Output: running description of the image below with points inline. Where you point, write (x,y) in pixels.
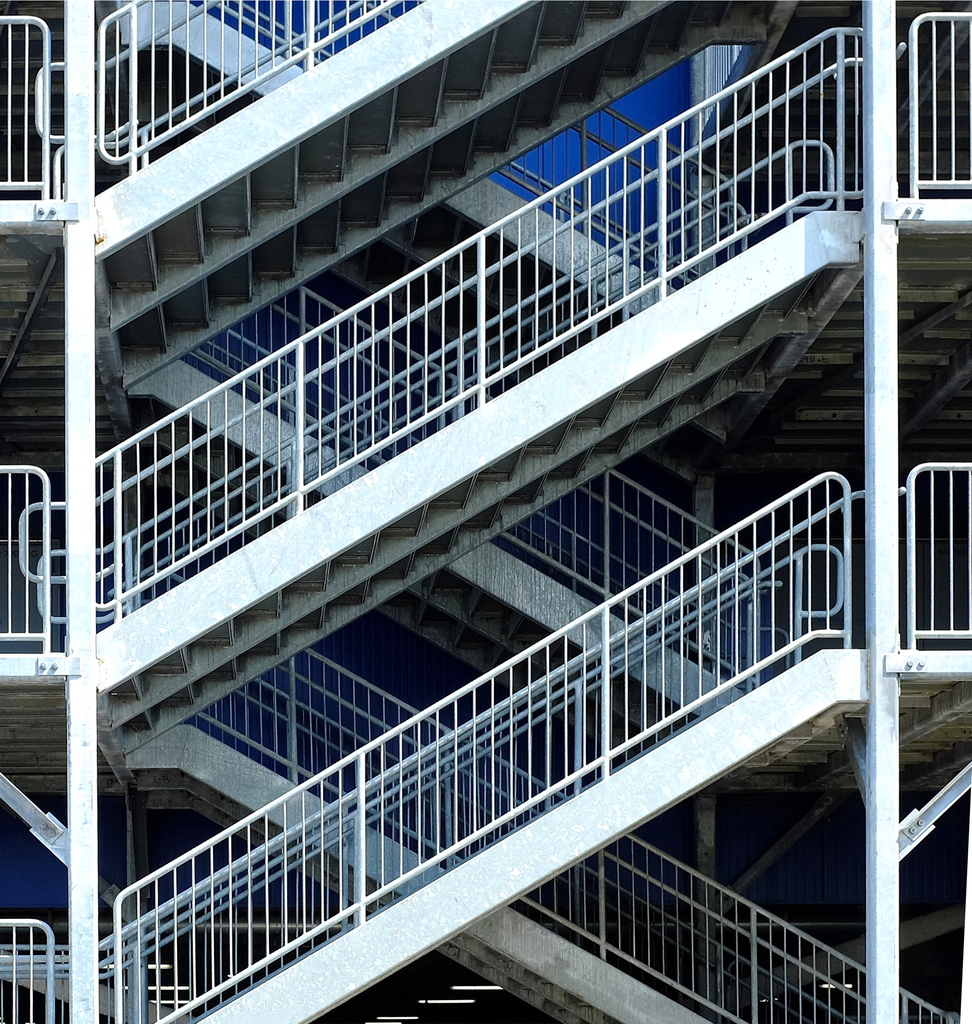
In this picture we can see stairs (494,584) here, we can also see railings (231,10) here.
